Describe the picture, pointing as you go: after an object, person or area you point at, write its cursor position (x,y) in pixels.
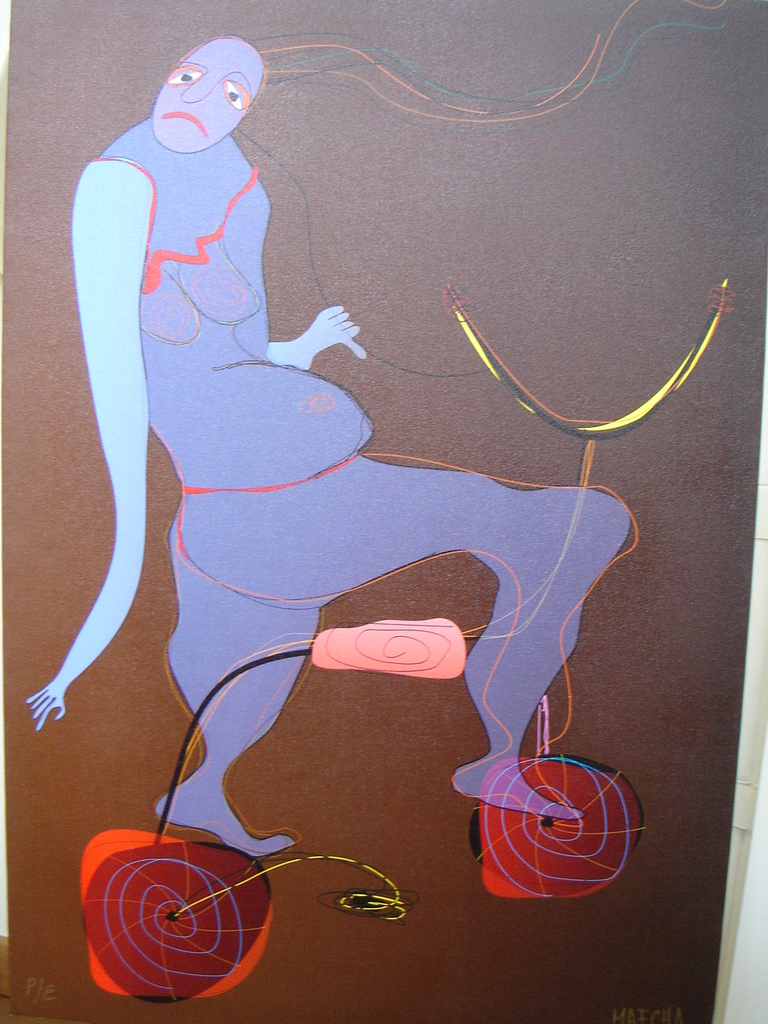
In this image I can see an art (228,632) of the person (331,574). I can see the brown color background (105,67).
